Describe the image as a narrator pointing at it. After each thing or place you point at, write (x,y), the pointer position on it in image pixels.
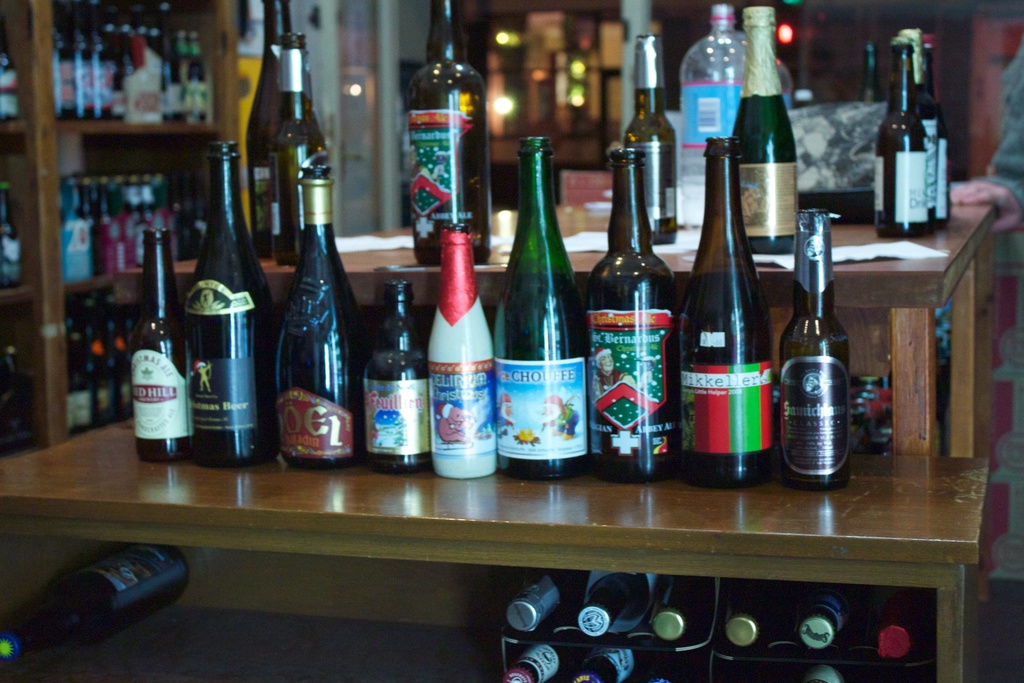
In this image there are group of wine bottles (506,339) with labels (505,418) and lids (766,32) placed in a table (490,482) in an order, and in back ground (123,315) there are group of wine bottles (6,78) in the racks (52,326) and a person (1015,92) at the right side (1019,123) corner.
